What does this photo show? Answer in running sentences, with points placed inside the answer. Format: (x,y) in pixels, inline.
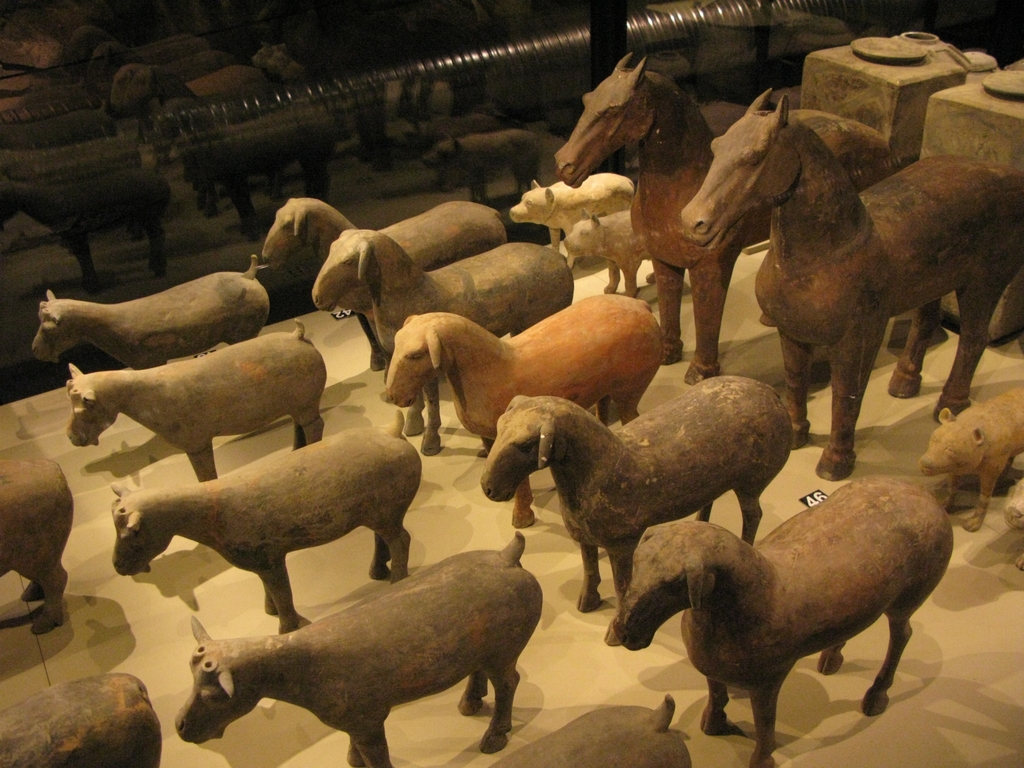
In this picture we can see clay figurines (464,344), they are looking like sheep (500,361), horses (796,310) and other animals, in the background (359,144) there is a glass (326,97).
